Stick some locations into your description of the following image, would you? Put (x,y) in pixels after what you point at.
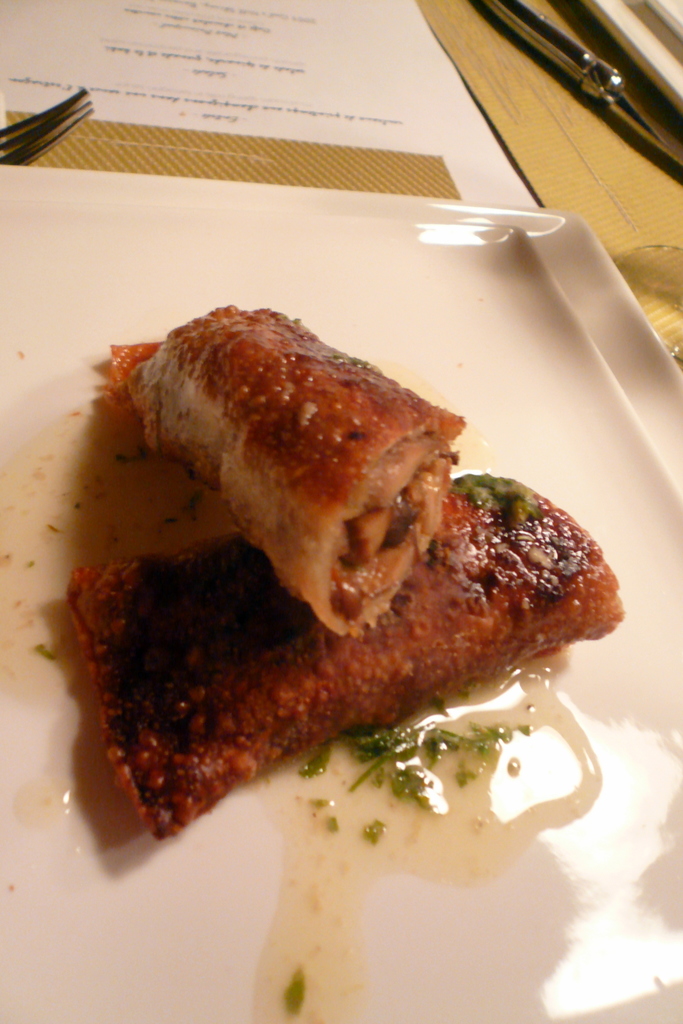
In this image, we can see a white color tray (504,290), in that tray (43,838) there is some food (133,596), there is a white color paper (379,79).
